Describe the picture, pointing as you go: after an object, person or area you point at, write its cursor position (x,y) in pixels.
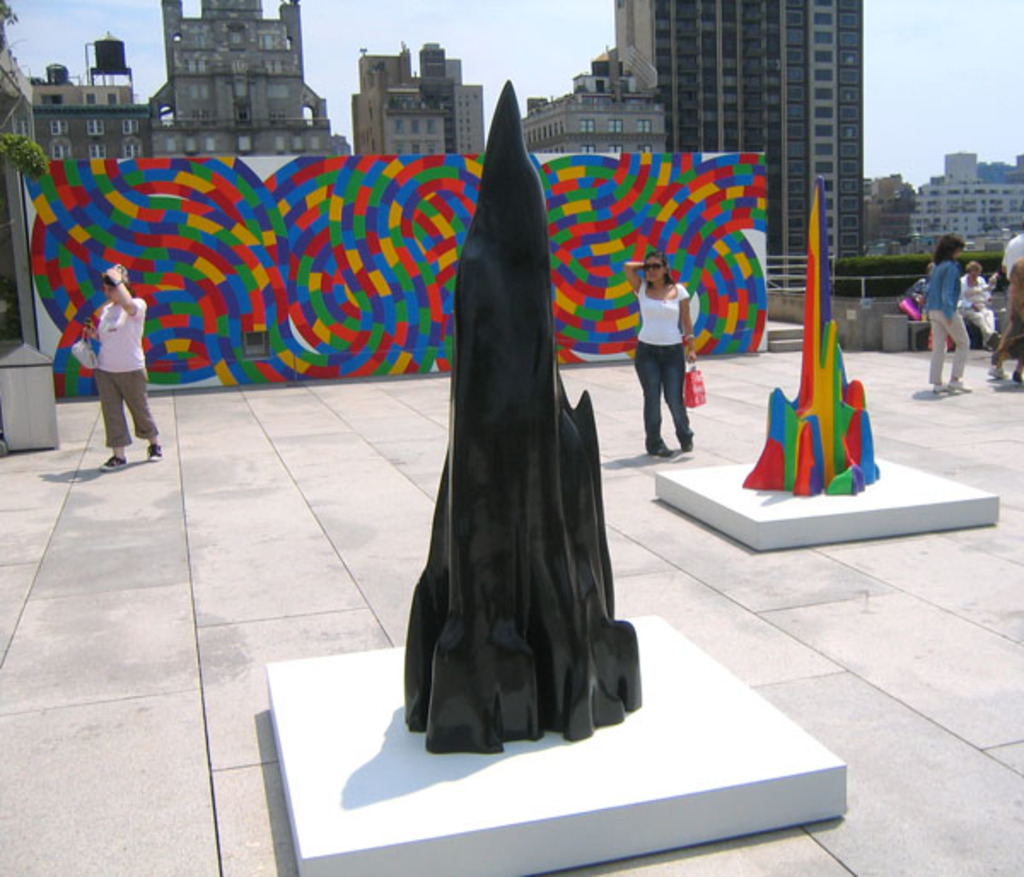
In this picture there are few objects (545,569) which are in different colors and there are few persons (932,292) standing in between it and there are buildings (382,63) in the background (595,120).
